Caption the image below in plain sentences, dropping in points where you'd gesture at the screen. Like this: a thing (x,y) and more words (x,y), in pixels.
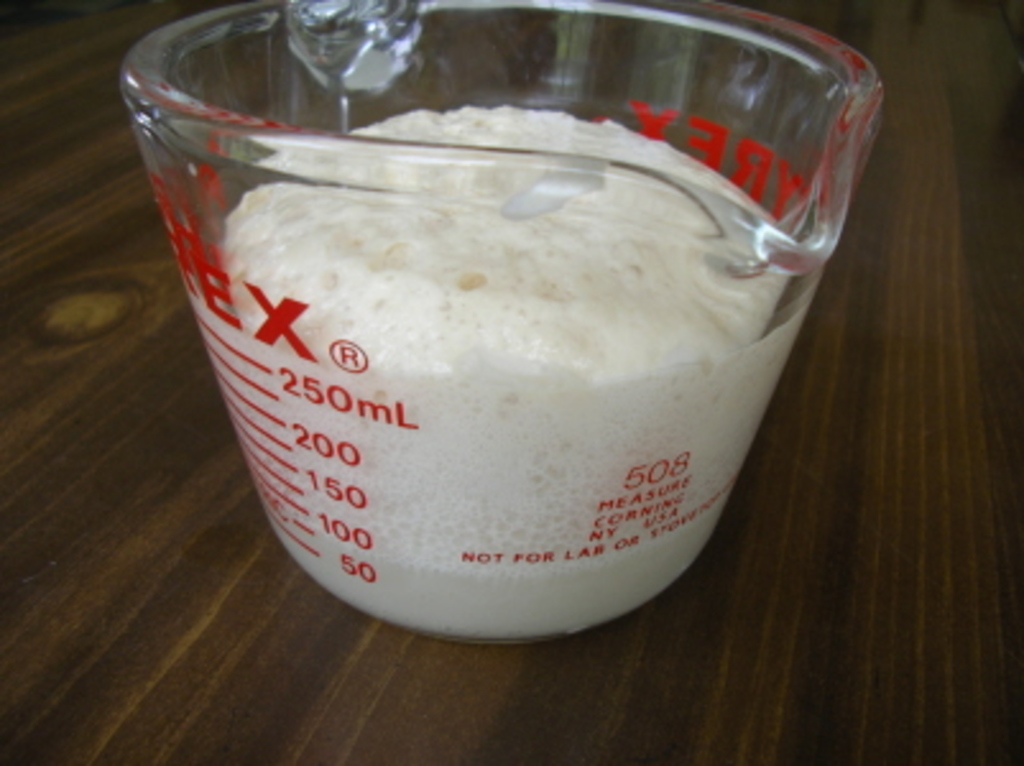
In this picture we can see a table (69,55), on table (147,582) we can see a bowl (598,564).
